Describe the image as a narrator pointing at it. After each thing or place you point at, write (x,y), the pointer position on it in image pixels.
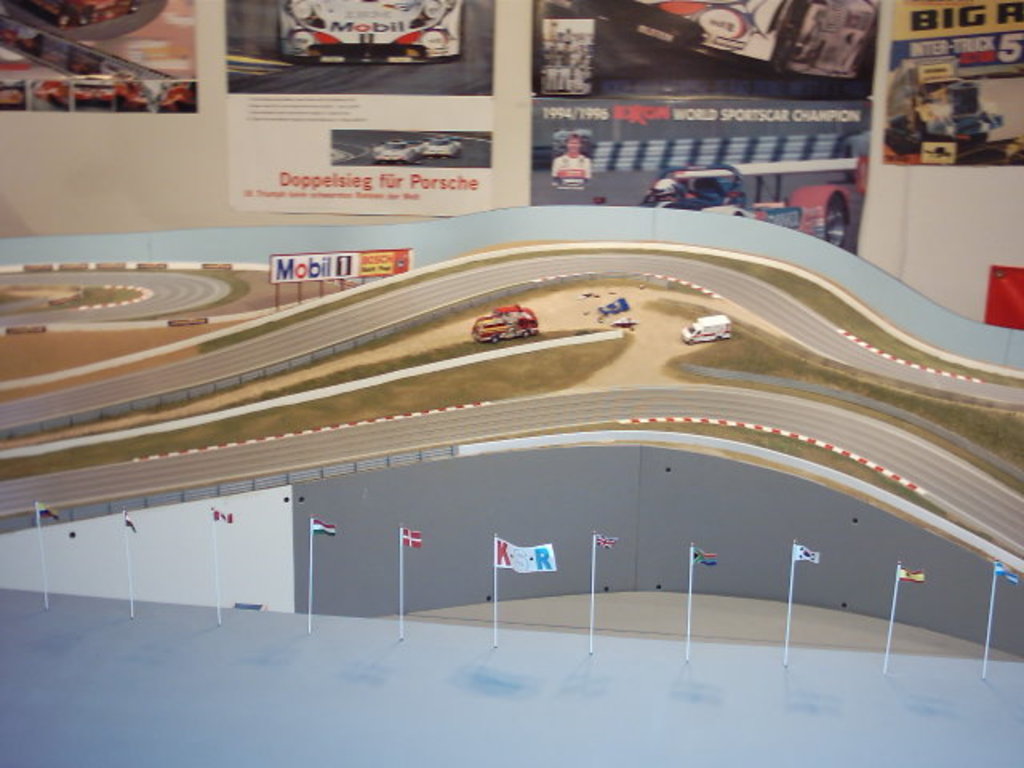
Here we can see a design (159,298) of a road (190,302) and there are vehicles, hoarding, grass (116,299). At the bottom (76,624) there are flags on a platform (1019,710). In the background (385,207) there are posters (959,99) on a wall (164,153).
